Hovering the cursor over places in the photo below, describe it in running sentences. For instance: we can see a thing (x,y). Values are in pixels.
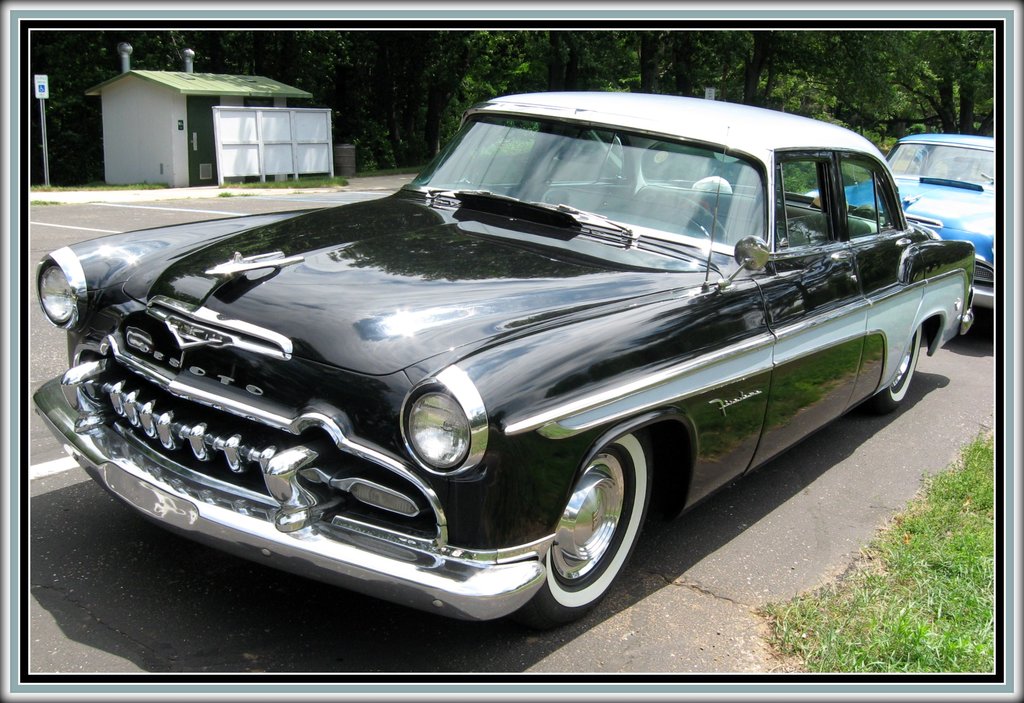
In this image in the center (460,424) there are two cars (895,240), and at the bottom (727,573) there is road (886,490) and grass (940,548). In the background (794,63) there are some trees (362,87), one house (175,118) and pole (44,151) and some boards (227,136).
